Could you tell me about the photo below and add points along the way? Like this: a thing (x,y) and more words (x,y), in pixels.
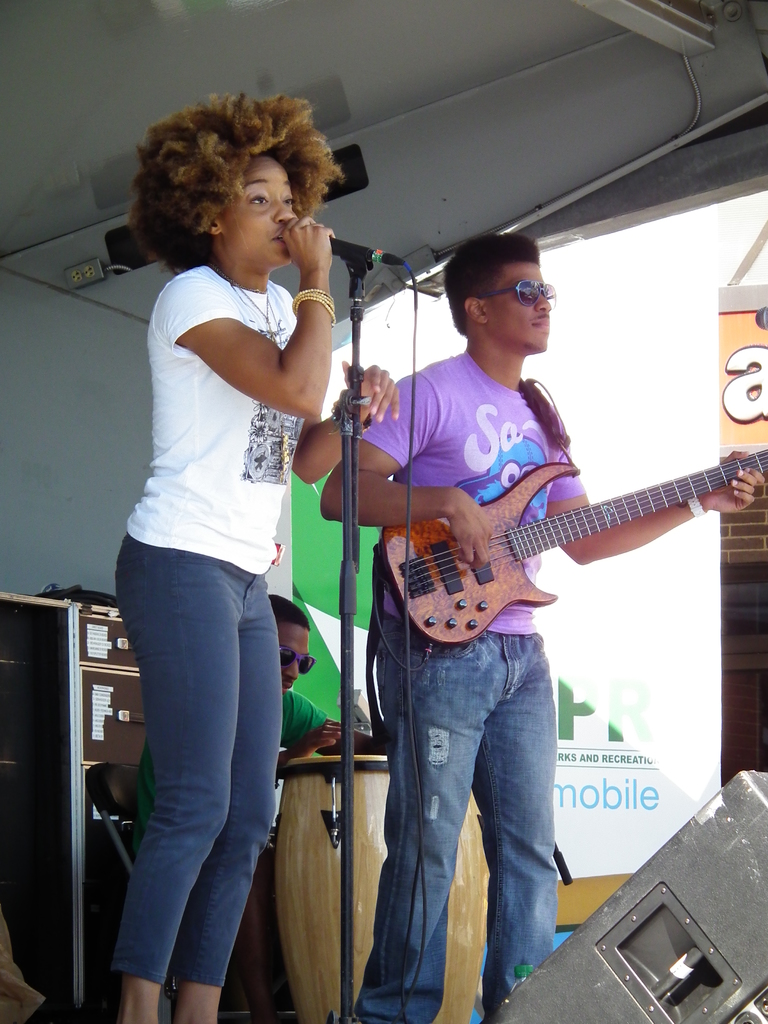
In this image i can see a woman (256,532) standing and singing in front of a microphone (338,249) at the right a man (446,393) is standing and playing guitar (464,576) at the back ground (297,699) i can see a man (287,704) sitting and a wall (95,487).
